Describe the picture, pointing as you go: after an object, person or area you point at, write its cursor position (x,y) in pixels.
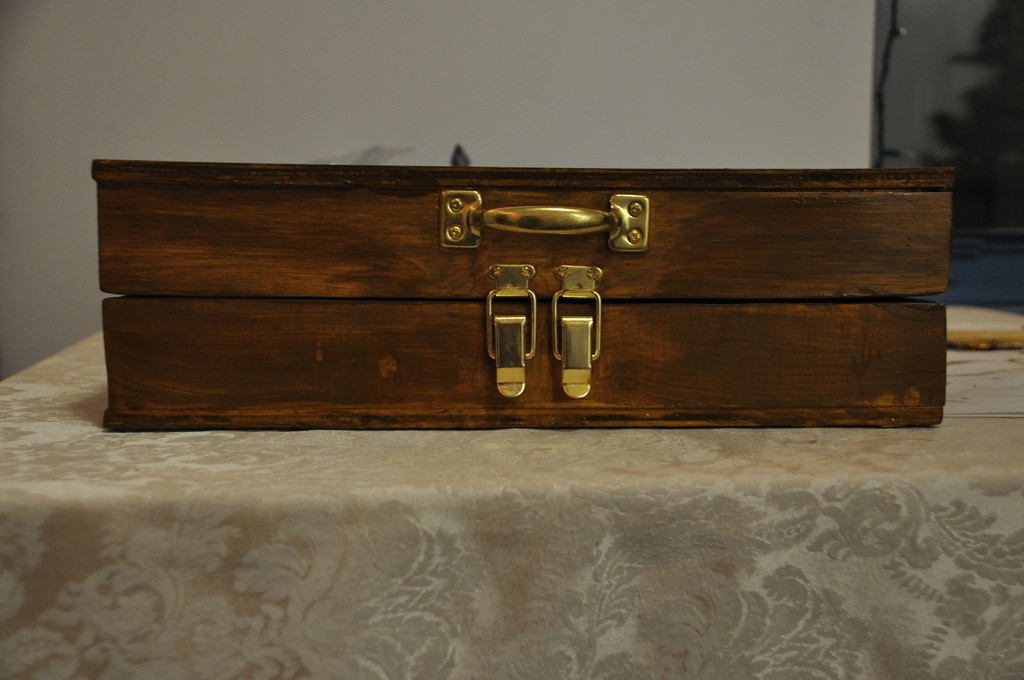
In this image i can see a box (470,192) with a handle (544,232) and 2 locks (524,350) on the table (277,540). In the background (517,93) i can see the wall (466,72).
